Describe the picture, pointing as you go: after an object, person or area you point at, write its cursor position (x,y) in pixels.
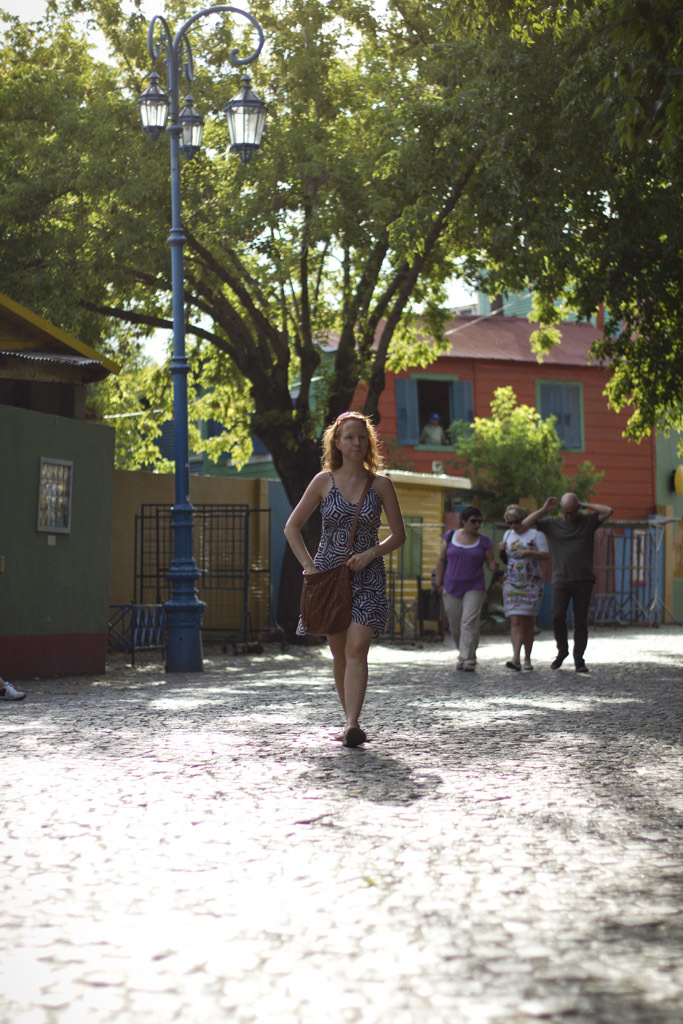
In the middle of this image (365,520), there is a woman (371,527), wearing a bag (340,573) and walking on the road (340,830). Behind her, there are two women (535,538) and a man (559,537) walking on the road (483,669), there are lights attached to a pole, there are fences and trees (34,301). In the background (76,372), there are buildings (84,358) and there are clouds (81,13) in the sky (239,36).
